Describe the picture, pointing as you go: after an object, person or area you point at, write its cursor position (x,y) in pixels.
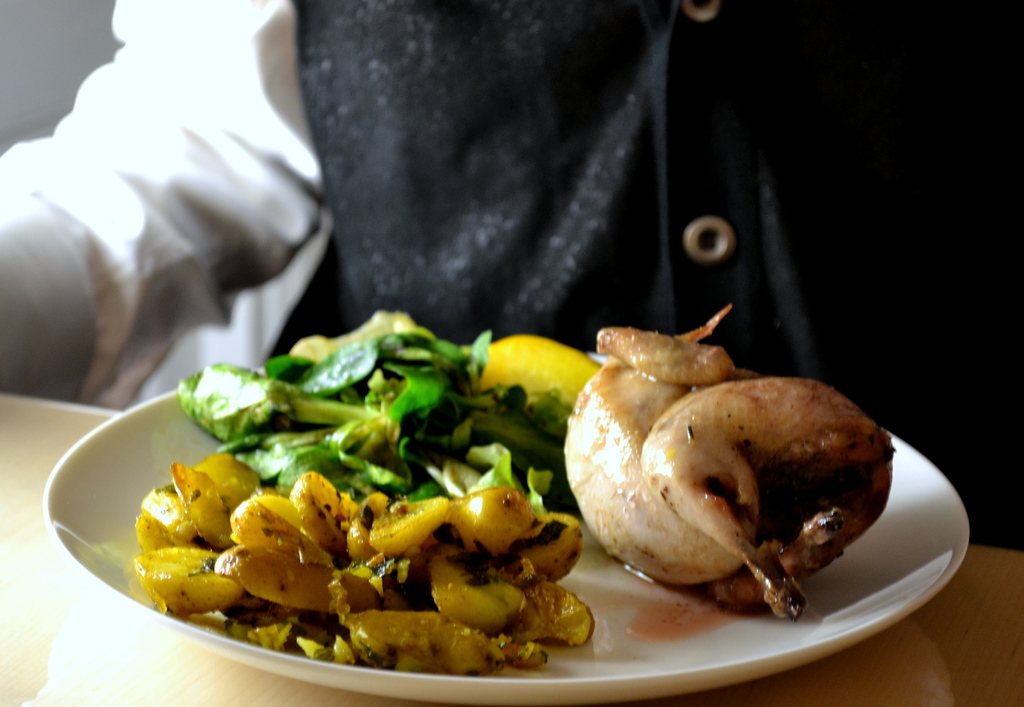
In this picture there is a person (385,236) holding an object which has few eatables (547,499) placed in a plate (644,591) on it.
